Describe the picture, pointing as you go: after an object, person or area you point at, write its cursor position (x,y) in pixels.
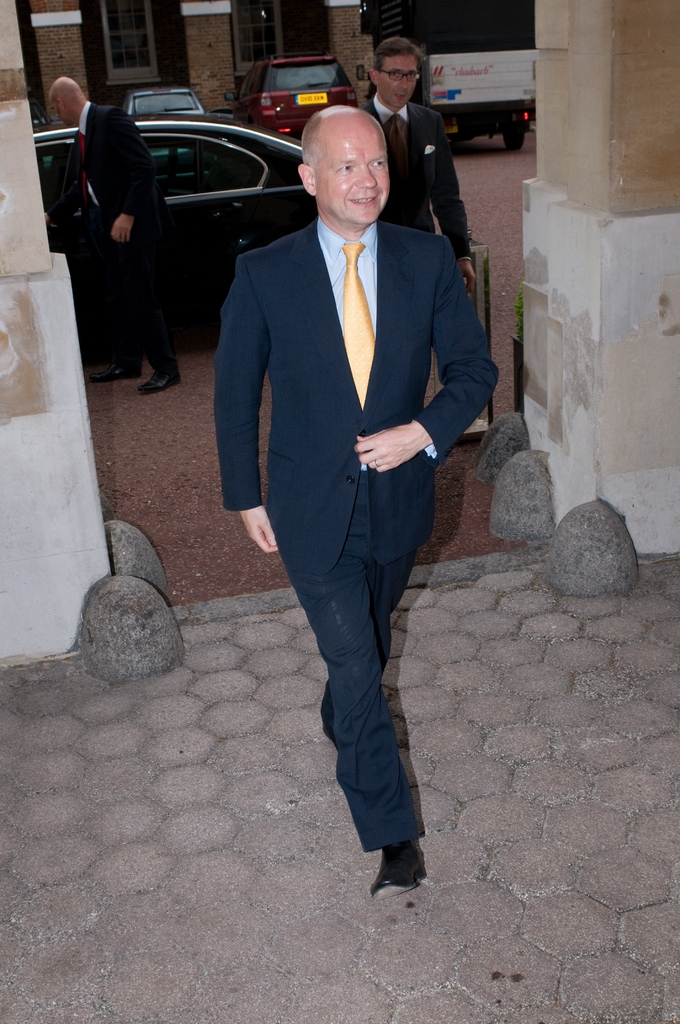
In the center of the image (380,463) we can see person (340,502) walking on the ground (447,892). In the background (42,165) we can see cars (74,133), persons (109,187) and buildings (38,186).
